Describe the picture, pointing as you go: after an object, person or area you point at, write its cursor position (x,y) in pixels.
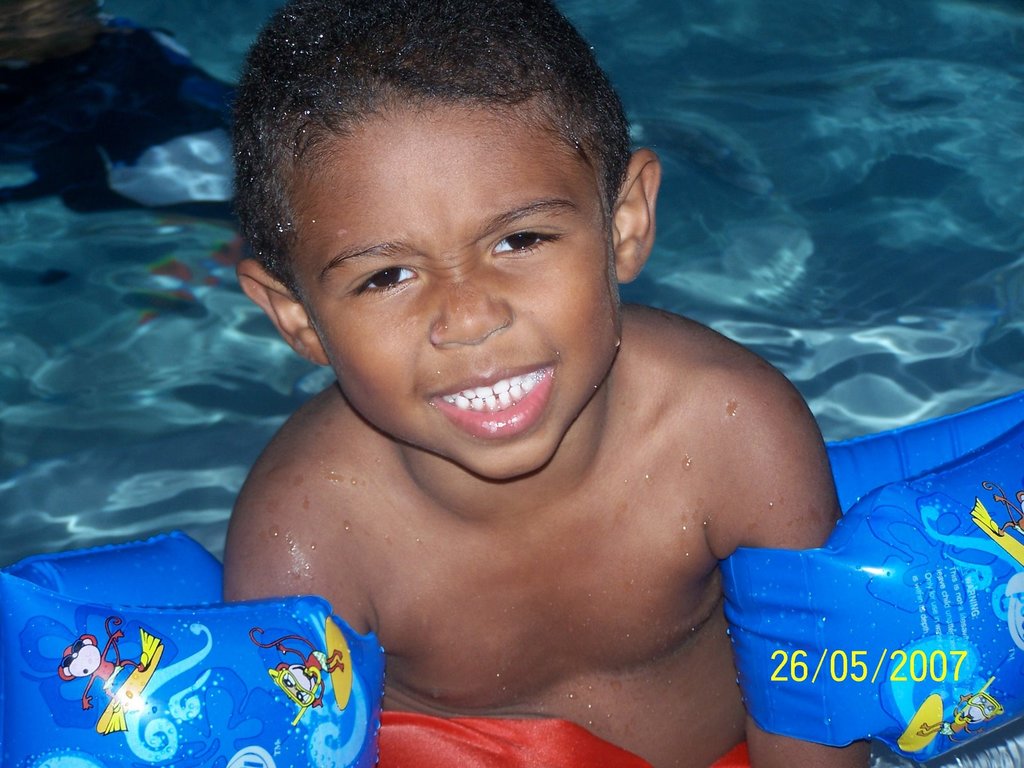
In the image a boy (823,477) is swimming in the water (796,304).
